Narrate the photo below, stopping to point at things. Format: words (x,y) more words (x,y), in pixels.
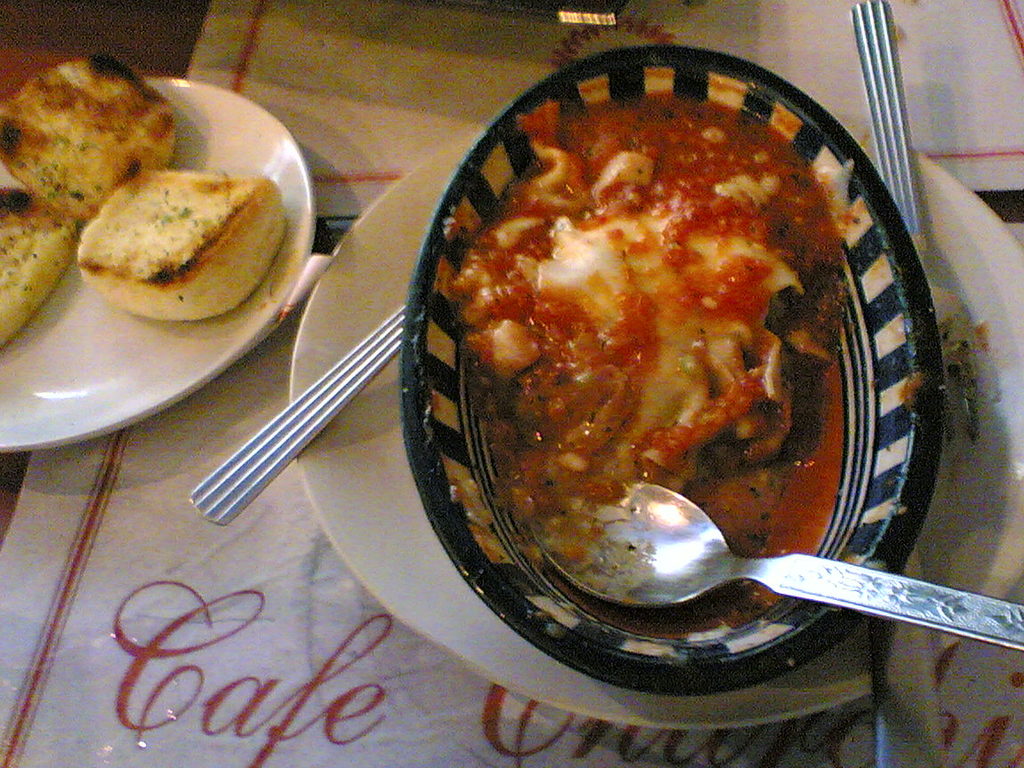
In the picture we can see a table (526,759) with a table cloth (600,766) on it, we can see a plate (397,594) with a black color bowl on it and in it we can see a food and spoon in it and in the plate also we can see two forks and beside the plate (399,206) we can see another plate (108,351) with three bread slices (197,266) in it.
